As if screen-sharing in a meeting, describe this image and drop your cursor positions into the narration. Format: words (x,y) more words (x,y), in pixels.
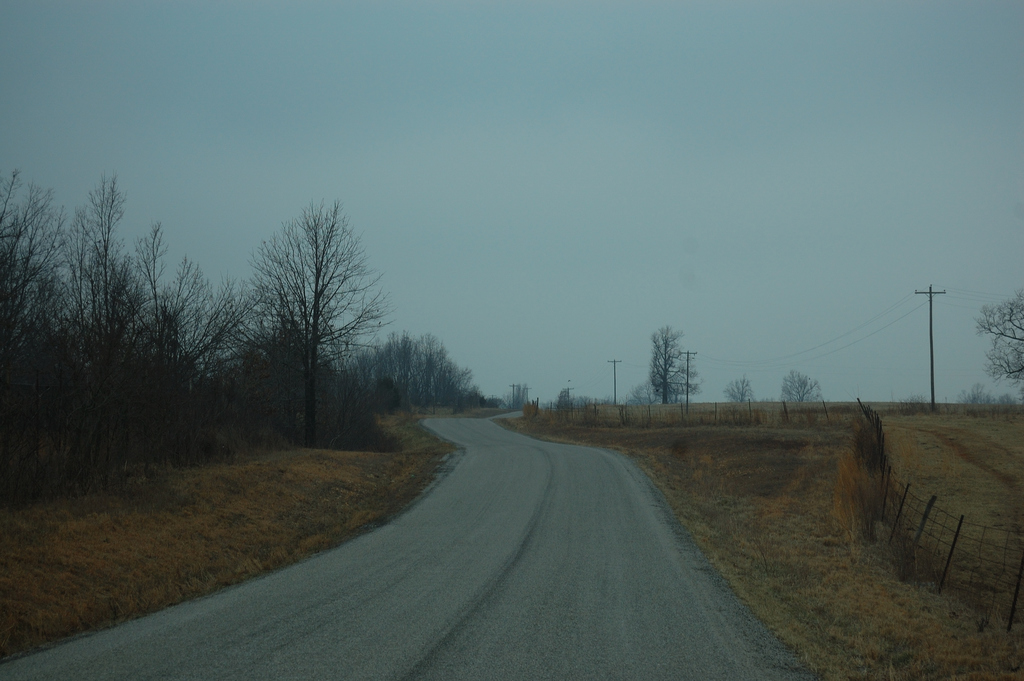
In this image, I can see the road (475,446), trees (321,417) and grass (646,468). On the right side of the image (944,547), there are current poles (930,353) and a fence (904,524). In the background (459,298), I can see the sky (628,170).
